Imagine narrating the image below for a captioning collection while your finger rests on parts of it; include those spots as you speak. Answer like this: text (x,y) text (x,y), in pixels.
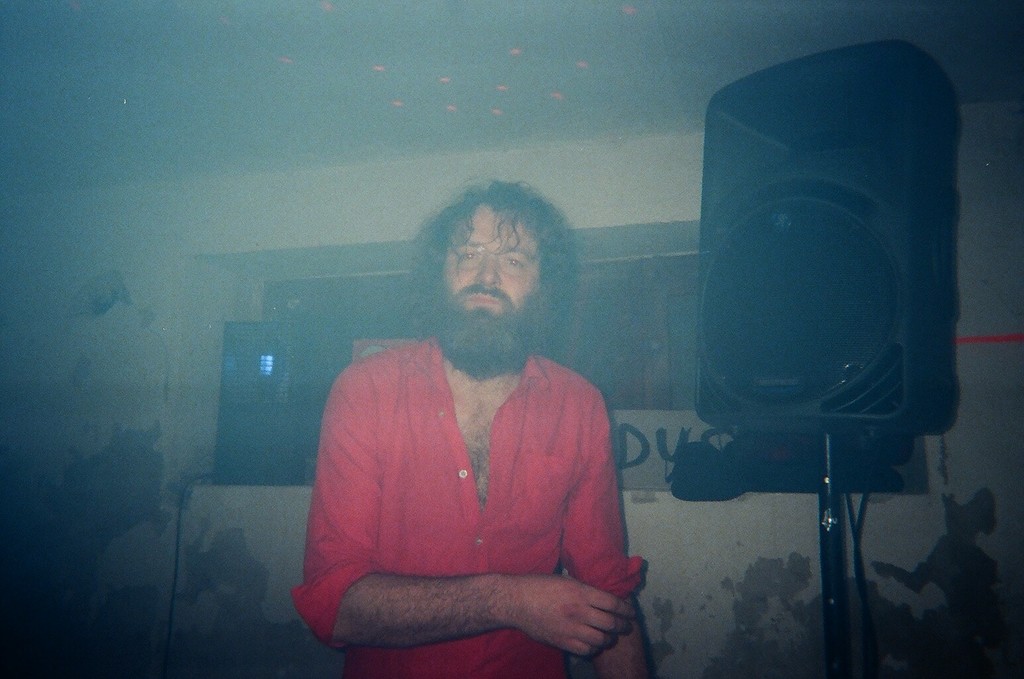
In the image there is a man (513,540) he is wearing red shirt (523,543) and there is a speaker (853,397) beside him and in the background (211,311) there is a wall (287,496) and there are few windows (247,360) in between the wall (61,472).
